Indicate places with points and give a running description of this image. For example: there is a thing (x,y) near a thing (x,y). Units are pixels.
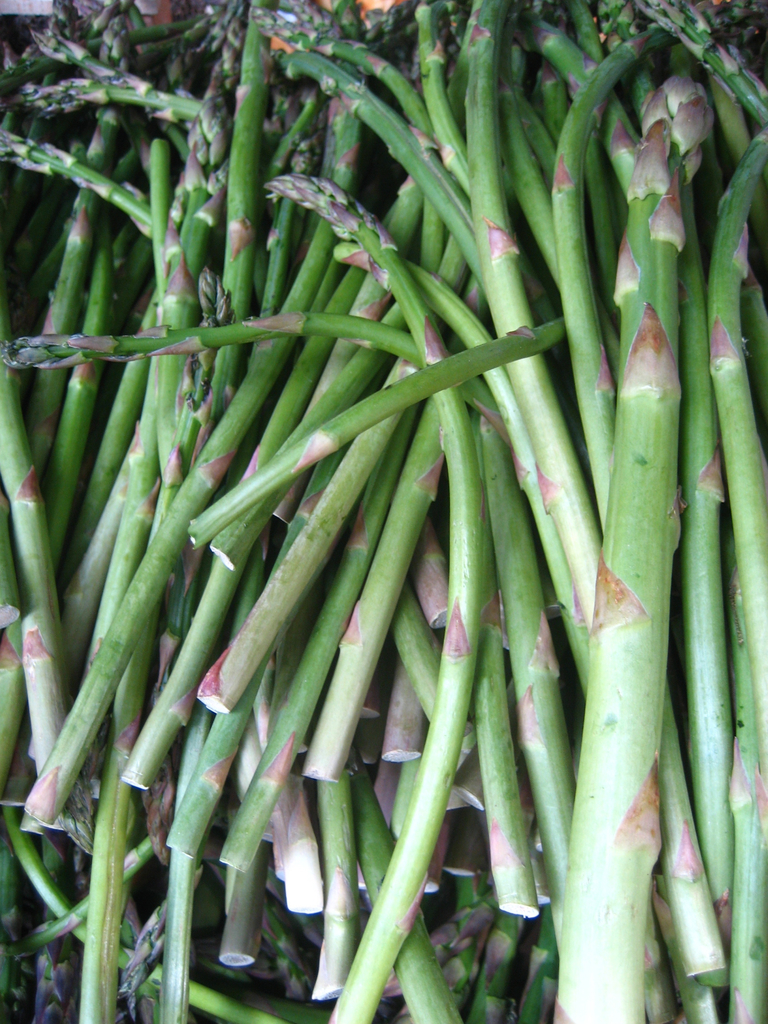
In this image we can see many asparagus (299,402), they are in green color.
